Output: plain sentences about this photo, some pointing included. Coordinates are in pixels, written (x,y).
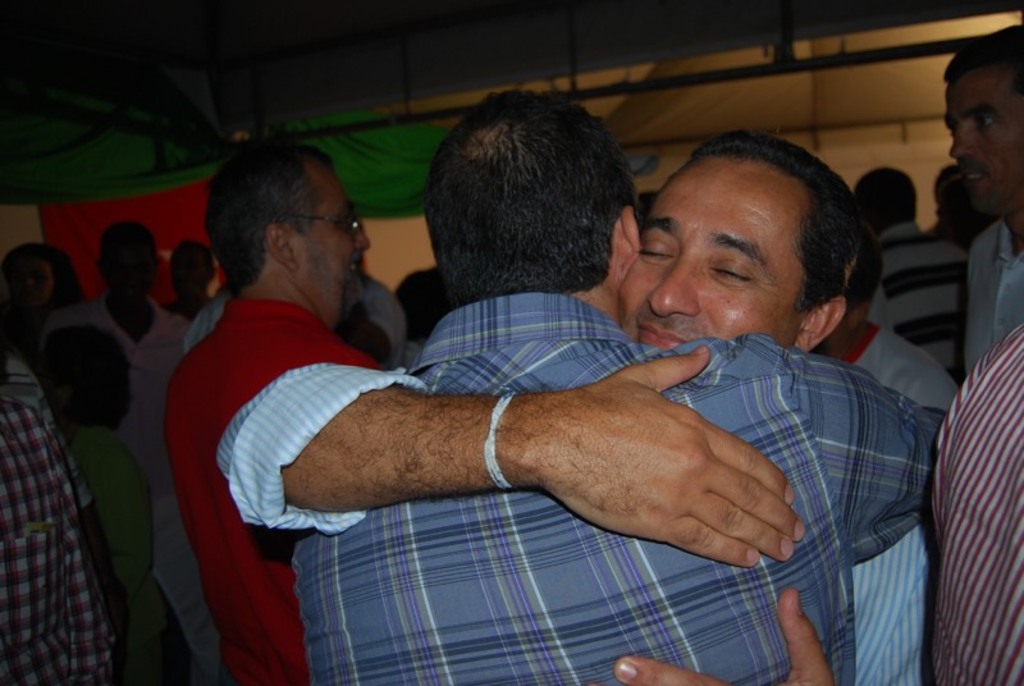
In this image I can see group of people (395,489) standing. In front (435,582) the person (496,599) is wearing blue color shirt (428,570), background (400,162) I can see few tents (415,158) in cream and green color and I can also see the cloth (84,235) in red color.
